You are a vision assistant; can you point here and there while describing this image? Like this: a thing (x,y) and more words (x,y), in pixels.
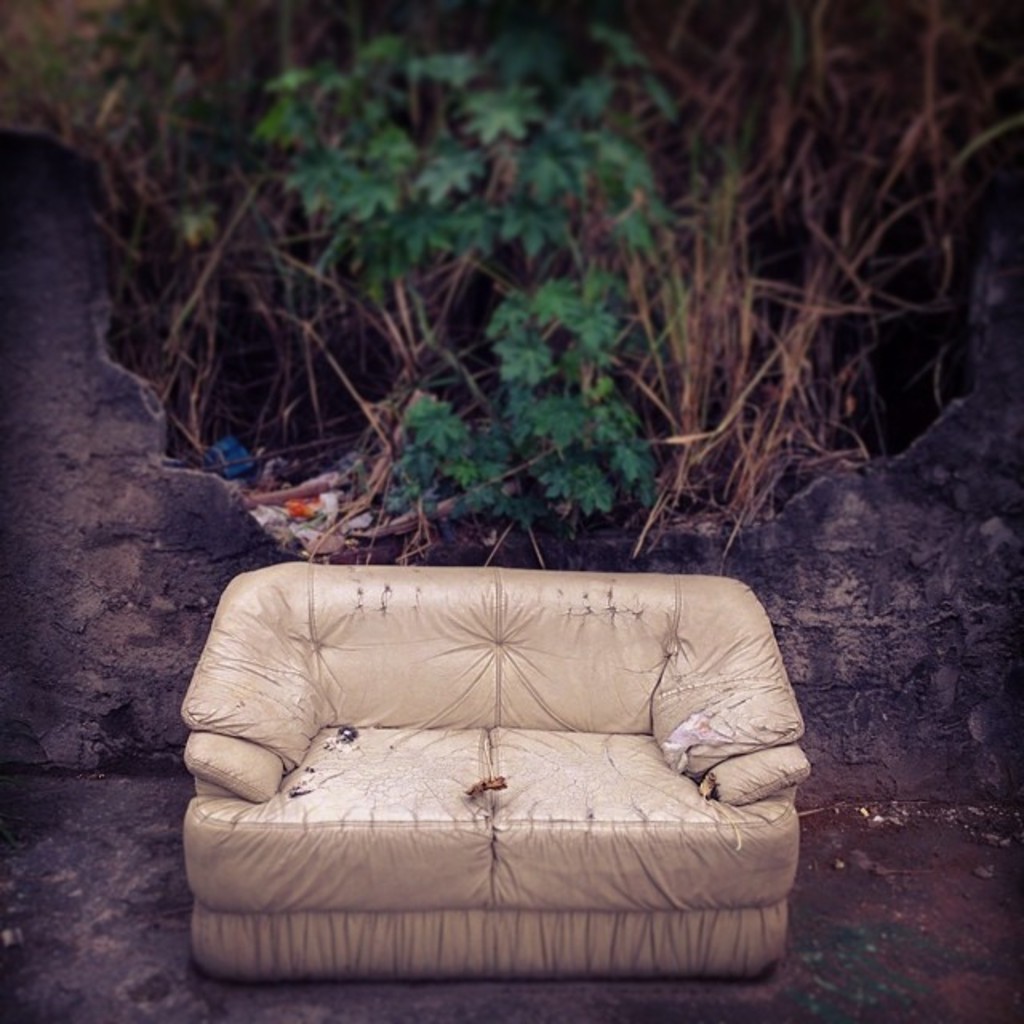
In this picture we can see a couch (427,725) in the front (517,810), in the background (331,227) there are some trees (364,230) and leaves (355,209), we can see some garbage (297,496) in the middle (352,523), on the left side (43,493) there is a wall (18,536).
